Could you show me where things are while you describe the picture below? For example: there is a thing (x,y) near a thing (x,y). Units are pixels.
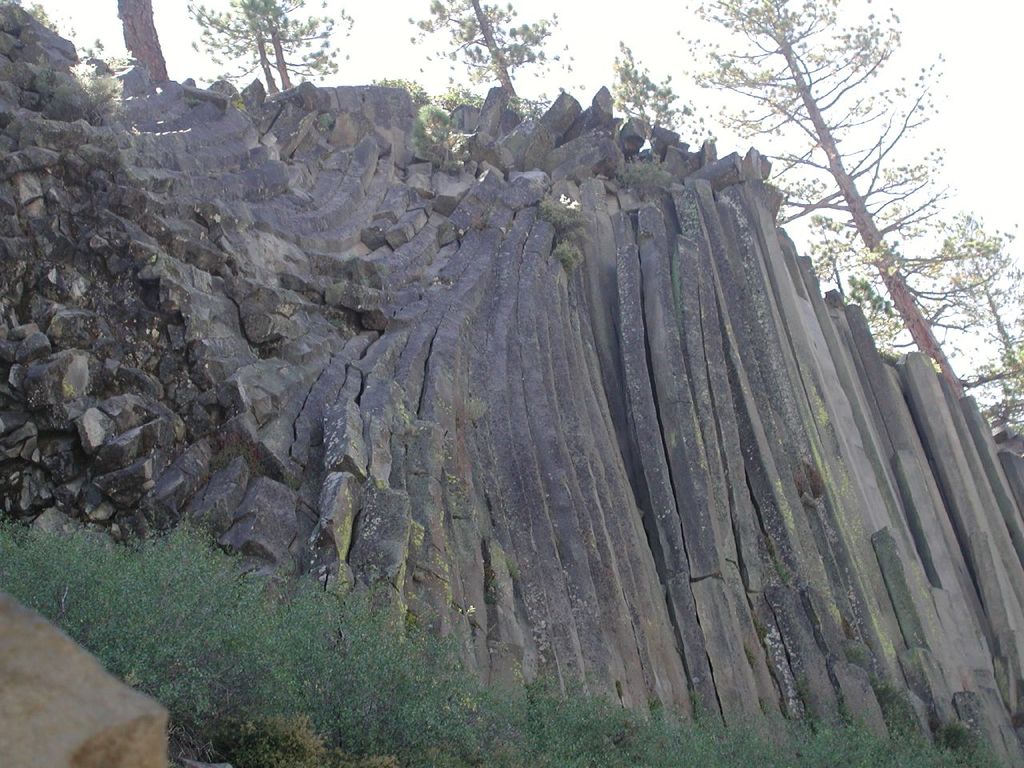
In the center of the image (579,437), we can see rocks (830,299) and there are trees (838,152). At the bottom (325,681), there is grass (369,678).
